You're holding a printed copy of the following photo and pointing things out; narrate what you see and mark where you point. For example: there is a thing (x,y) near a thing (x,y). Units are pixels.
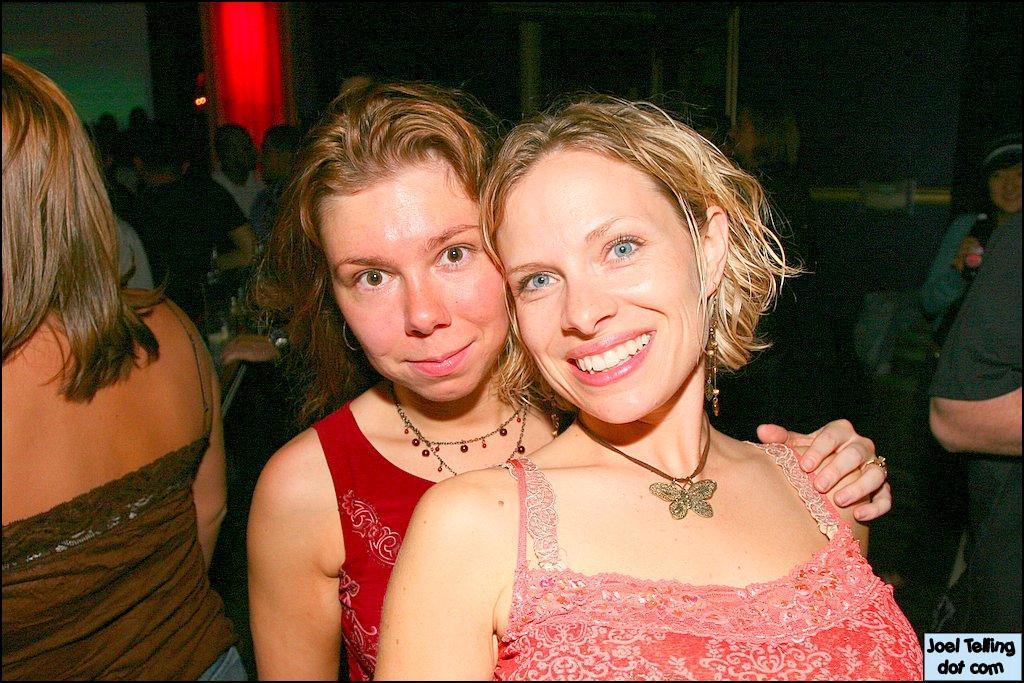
This picture describes about group of people (317,258), in the middle of the image (483,273) we can see two women (437,319), they are smiling, in the background (239,46) we can find a light (240,63).
